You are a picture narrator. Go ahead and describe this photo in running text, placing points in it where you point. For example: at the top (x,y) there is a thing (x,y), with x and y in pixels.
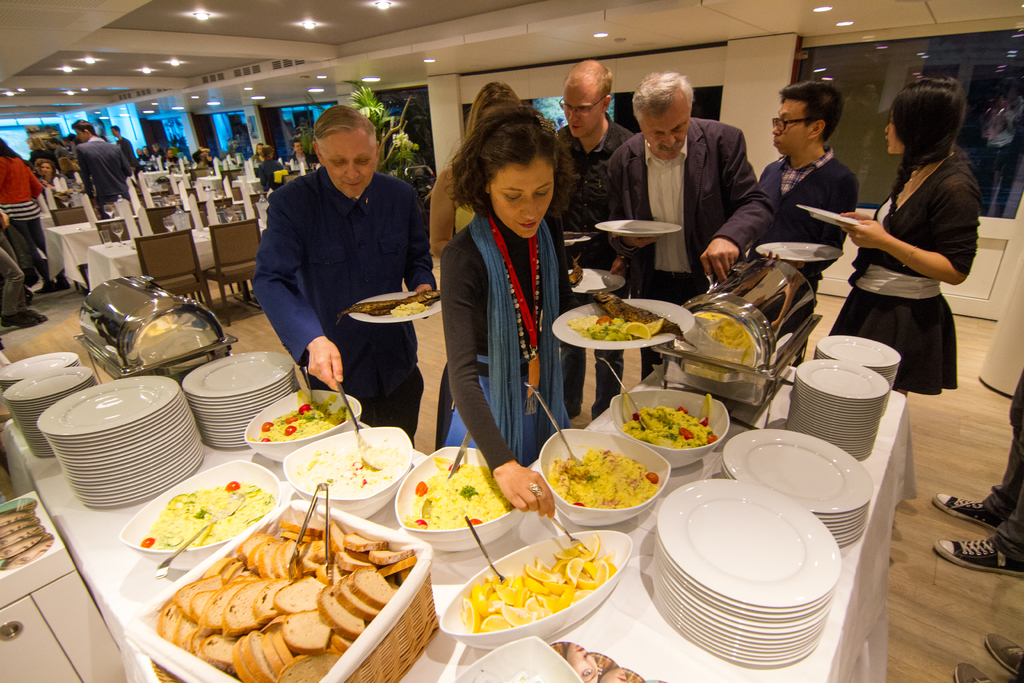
In this picture we can observe some people (481,339) serving food (373,309) in their plates (356,316). There are men (681,232) and women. We can observe some food items (449,491) placed in the bowls (699,399) on the white color table (679,678). There are some plates (160,449). In the background (162,256) we can observe some chairs (160,242) and tables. There are some lights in the ceiling (220,47).
